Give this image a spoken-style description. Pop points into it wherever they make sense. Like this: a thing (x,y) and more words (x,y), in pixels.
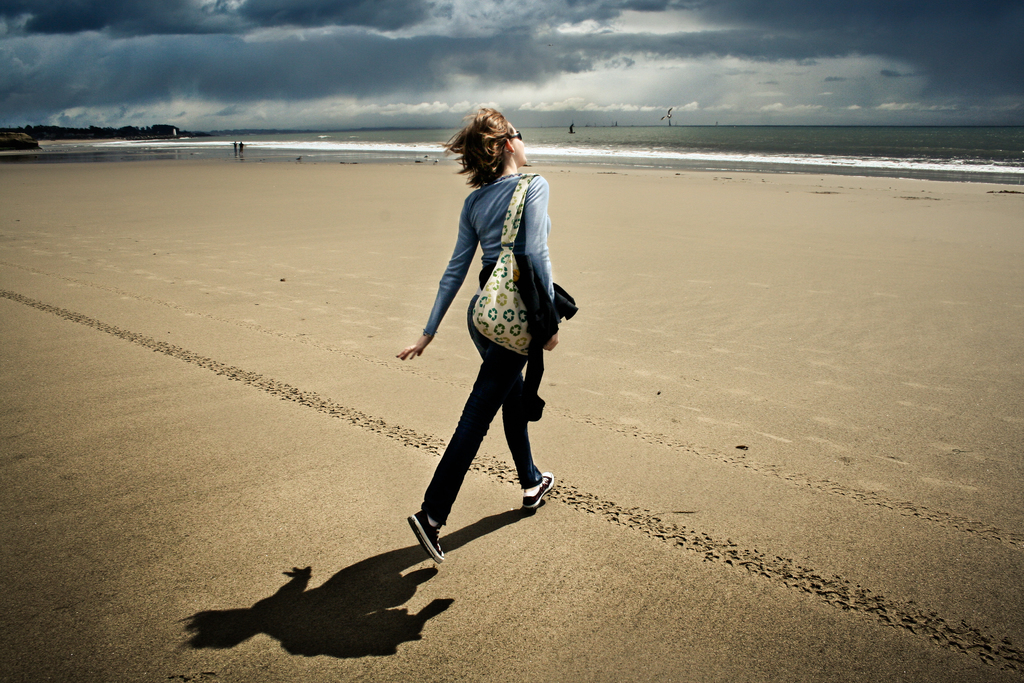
In front of the image there is a person (440,302) walking on the sand (600,563). In the background of the image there are two people (244,144) standing in the water (360,140). There are trees (151,134) and some other objects (12,142). At the top of the image (505,79) there are clouds (621,69) in the sky (660,64).
